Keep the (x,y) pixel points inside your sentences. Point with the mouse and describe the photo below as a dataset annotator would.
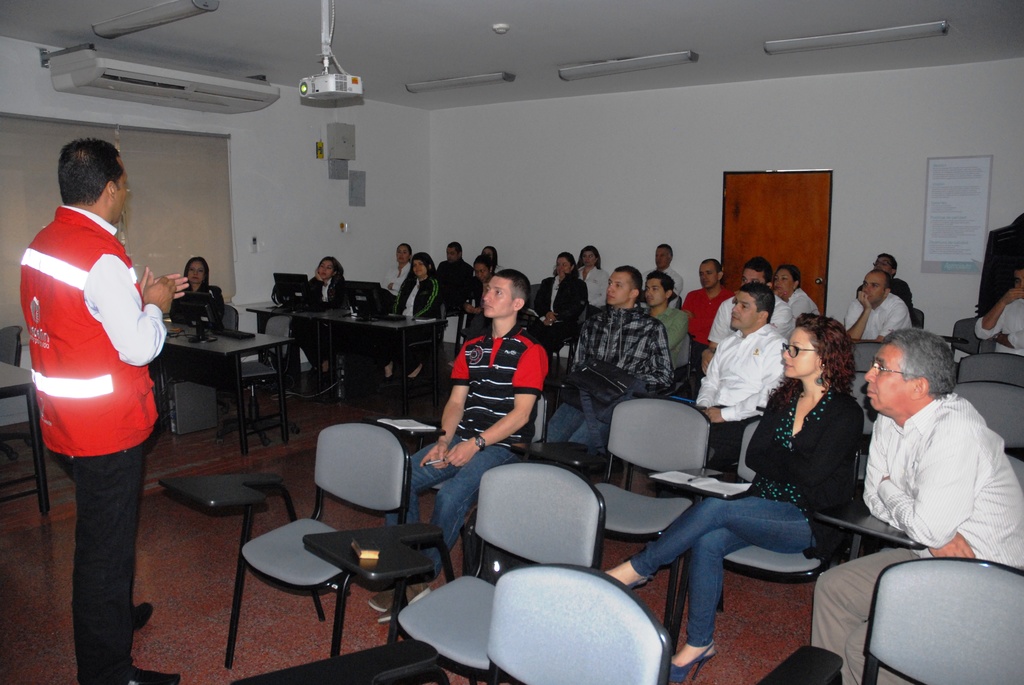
The person (111,398) in the left (117,394) is standing and speaking in front of a people (553,320) and there is a door (760,242) in the background (776,246) and the wall (752,150) is white in color.
